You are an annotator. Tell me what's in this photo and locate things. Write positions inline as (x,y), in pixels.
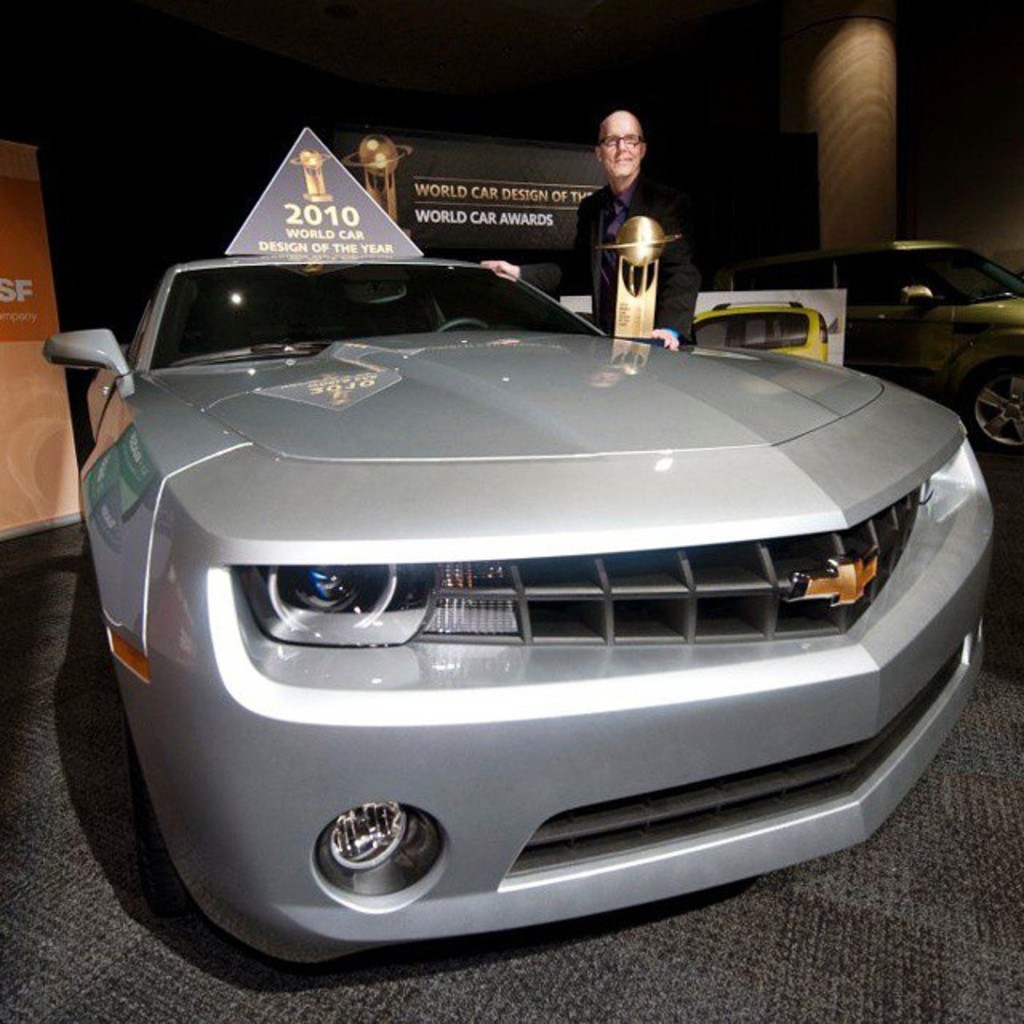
In this image we can see a car (511,861) which is silver in color and a person (630,157) is standing beside the car (705,369) and keeping his hands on the car (355,757). One memento (620,301) is there in the car (236,261). On the top right side (960,315), we can see a car (967,327).
